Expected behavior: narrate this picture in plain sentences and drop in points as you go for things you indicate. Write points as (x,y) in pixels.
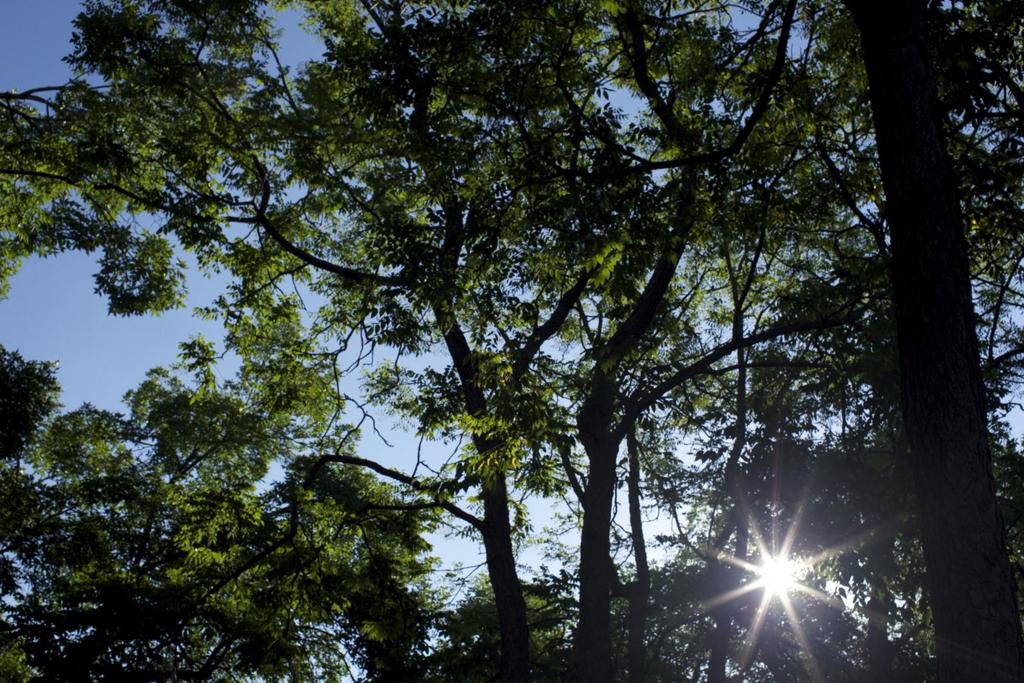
In this image, we can see some trees (898,22). We can also see the sky (94,335).
